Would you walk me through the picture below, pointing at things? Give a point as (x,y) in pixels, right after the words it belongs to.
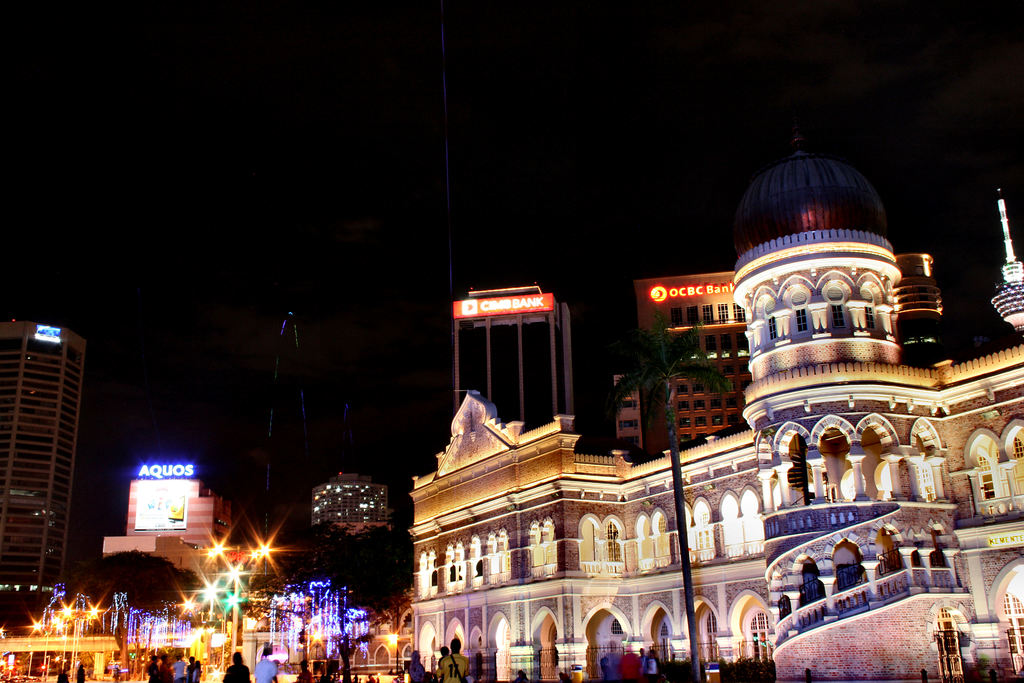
In this image we can see a group of people (422,670) standing. To the right side (703,455), we can see a tree (669,378) a building (655,514) with lights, poles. In the background (689,391), we can see a group of buildings (359,490) with sign boards (662,298) and the sky (531,248).
